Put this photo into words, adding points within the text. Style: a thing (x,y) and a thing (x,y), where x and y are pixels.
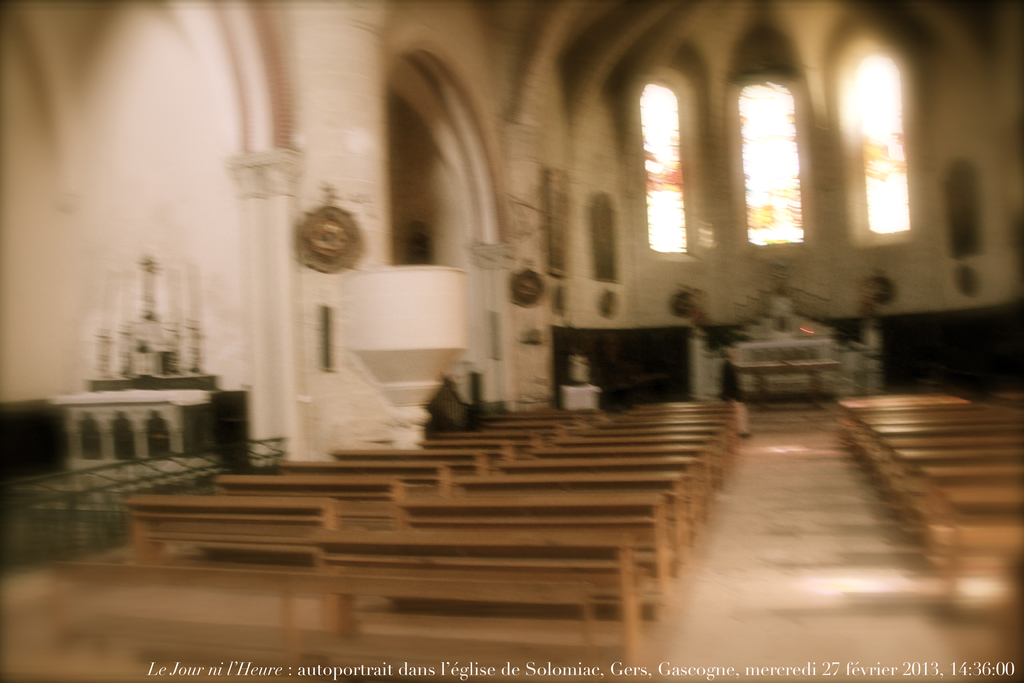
This image shows an inner view of a church (633,447) containing some benches (565,471), windows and candles (187,329). On the bottom of the image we can see some text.
